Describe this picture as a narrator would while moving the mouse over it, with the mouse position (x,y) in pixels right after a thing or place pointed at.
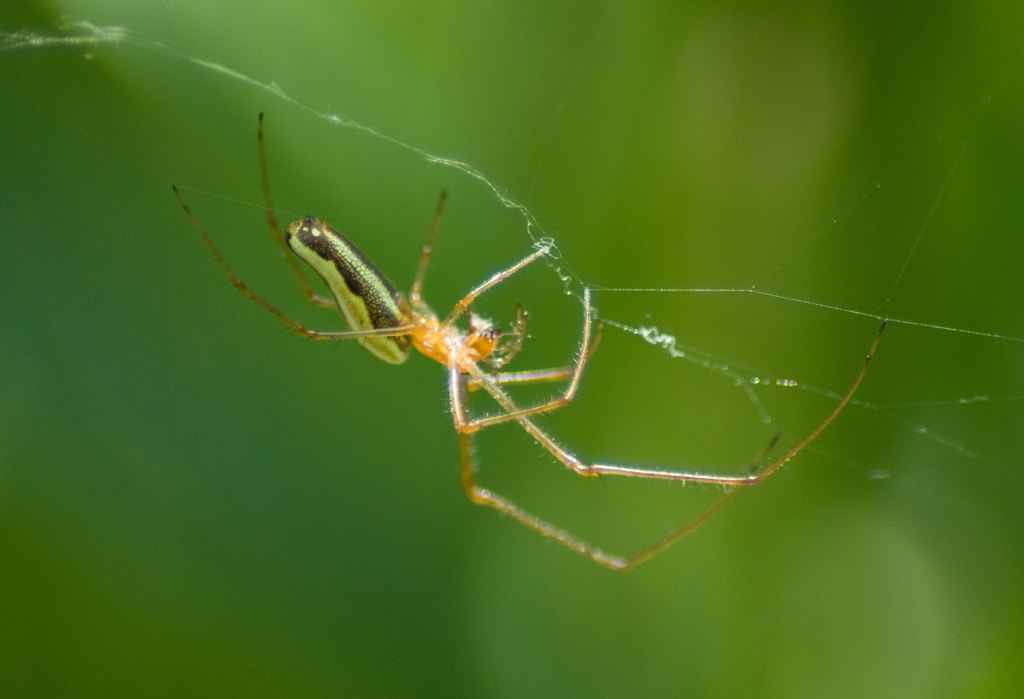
In this image in the foreground (307,277) there is a spider (517,348) and web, and there is a blurry background (836,69).
